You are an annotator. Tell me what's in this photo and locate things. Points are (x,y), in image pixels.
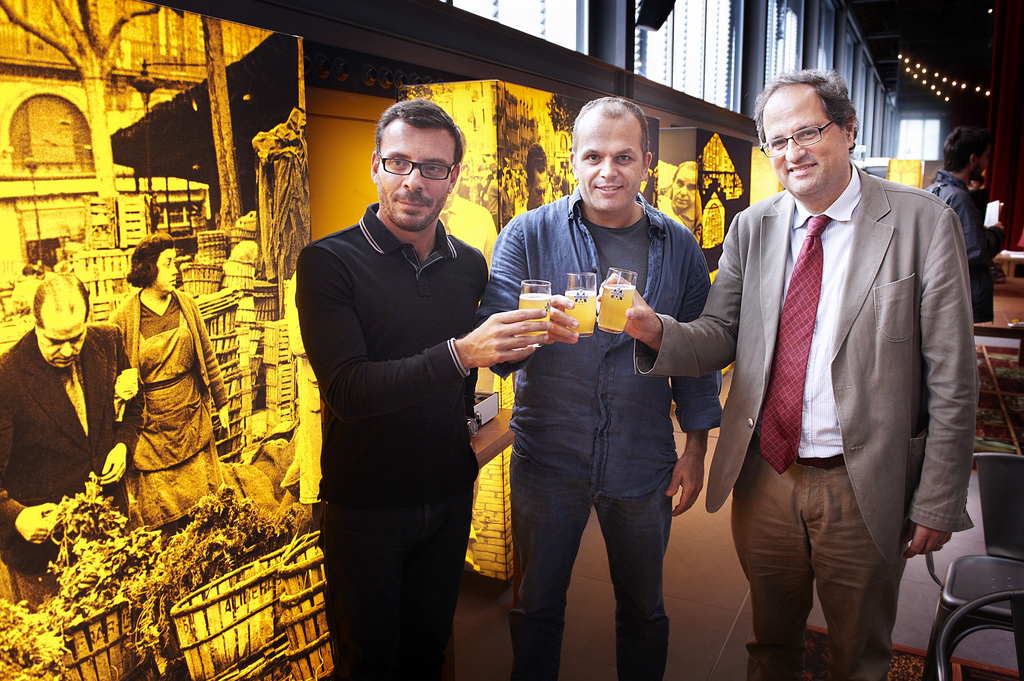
In the center of the image (517,358) three mans (361,247) are standing and holding a glass (592,313) in their hands (632,318). On the left side of the image (187,211) board (218,137) is there. On the right side of the image (996,506) chairs (1003,548) are present. At the top of the image (895,64) we can see building (831,60), lights (931,68), roof (952,39) are present. At the bottom of the image (706,646) floor (703,648) is there.
